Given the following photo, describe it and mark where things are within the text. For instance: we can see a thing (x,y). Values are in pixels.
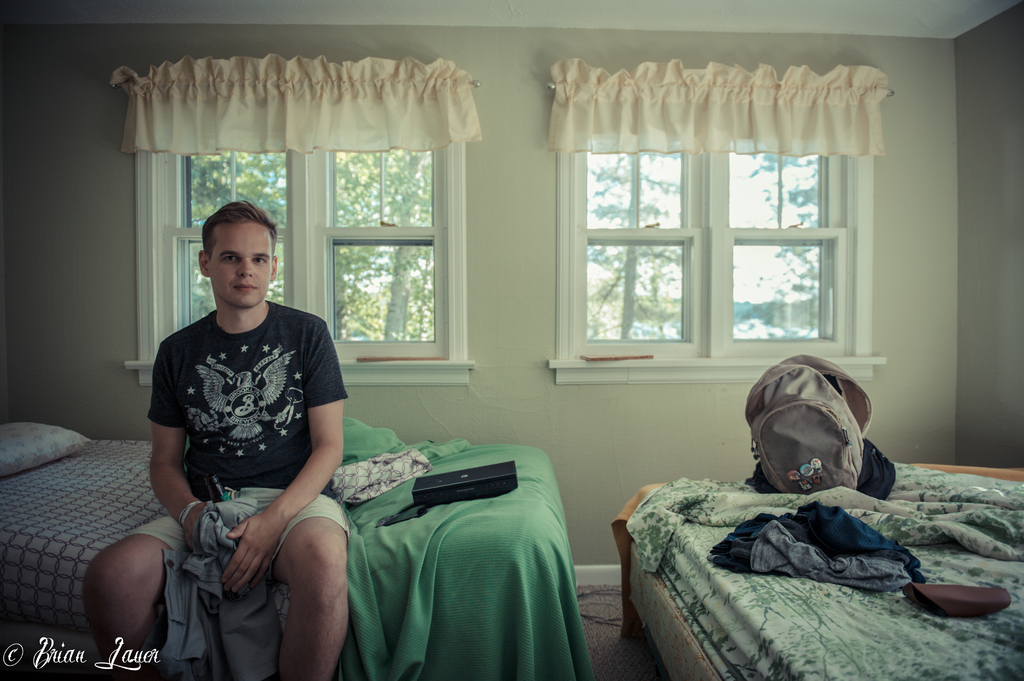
The person (270,414) wearing black shirt (238,415) is sitting on a bed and holding a bottle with a cloth (230,520) and there are windows (333,246) behind him.
